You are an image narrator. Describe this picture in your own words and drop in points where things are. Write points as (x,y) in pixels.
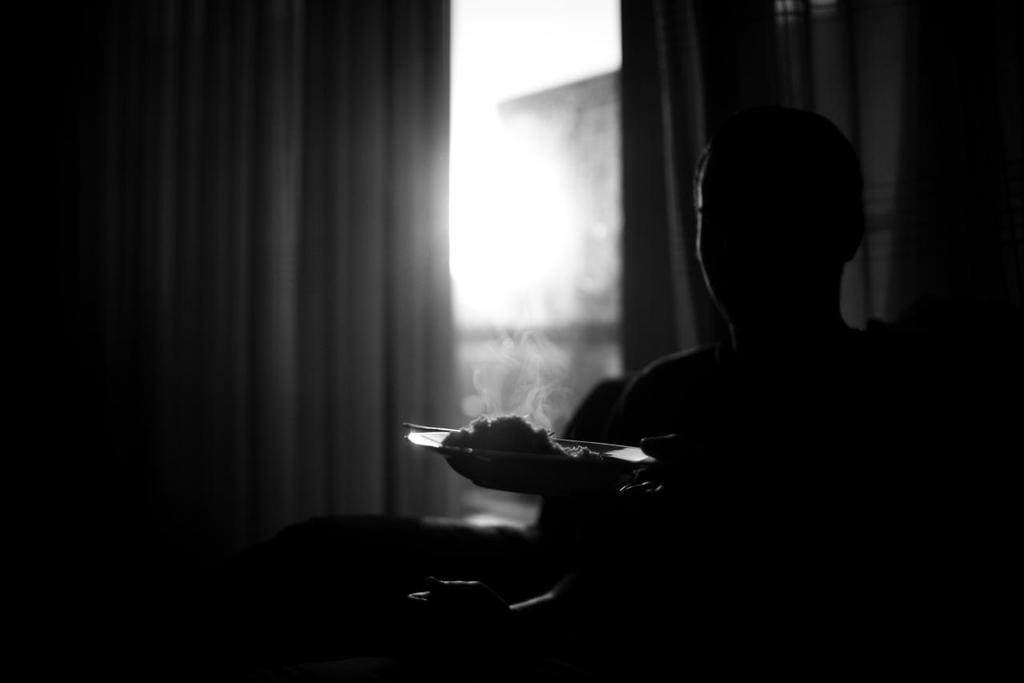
In the picture we can see a dark room (88,591) with a man (719,633) sitting and holding a plate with food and on it we can see some smokes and in the background (455,84), we can see two curtains (900,168) and in the middle of it we can see a light focus (569,257) from outside.
